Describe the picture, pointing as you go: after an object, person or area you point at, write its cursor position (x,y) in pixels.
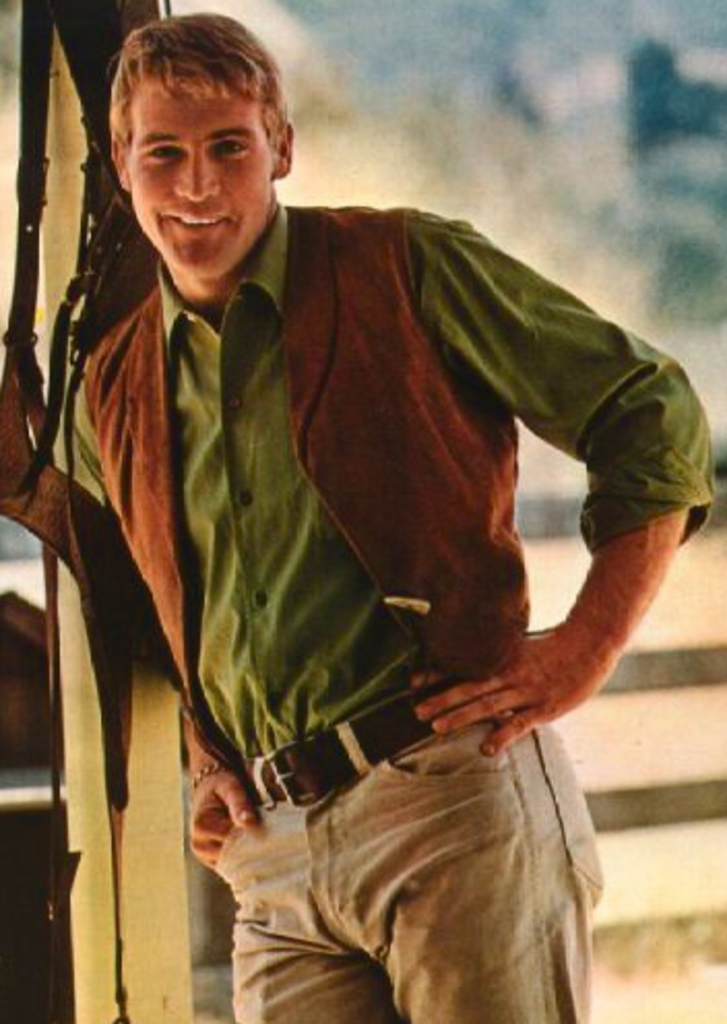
In this image in front (197,289) there is a person (253,209) wearing a smile on his face (177,212). Behind him there is a fence (710,656). In the background of the image (597,118) there is sky (552,54).
